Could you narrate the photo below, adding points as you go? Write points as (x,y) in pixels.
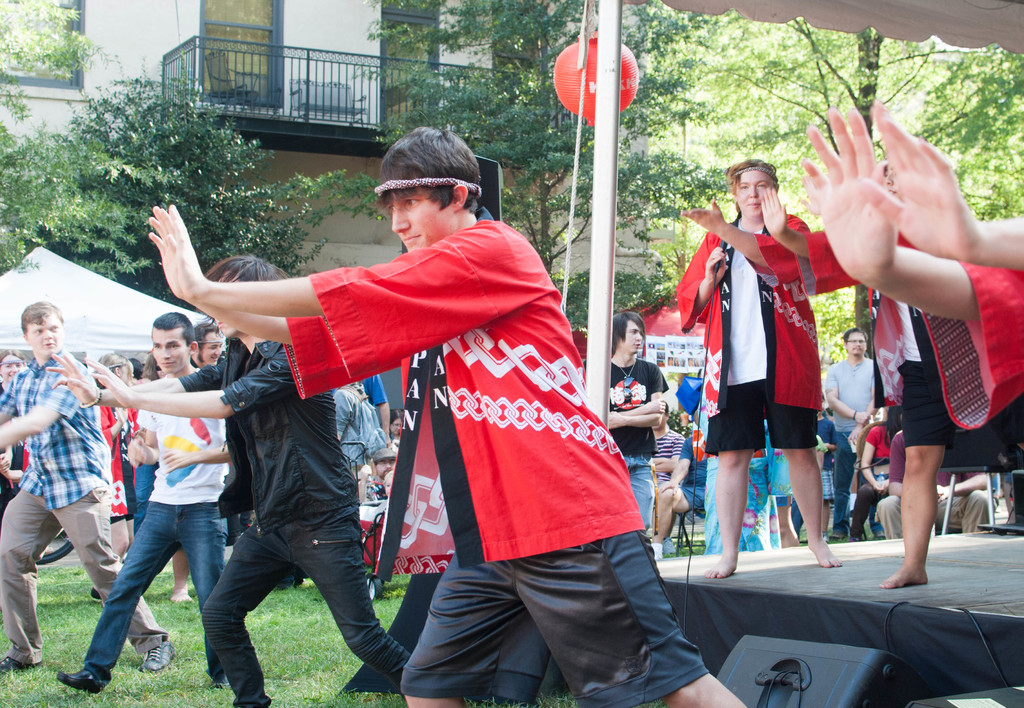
In this image I can see a person (521,459) wearing red and black colored dress (506,489) is standing and I can see number of persons (280,455) are standing on the ground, the stage (745,553), few persons (804,427) standing on the stage (801,598), few persons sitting on chairs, few trees (575,135) which are green in color and a white colored tent (47,280). In the background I can see a white colored building (191,33), the black colored railing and few windows (224,11) of the building (143,40).
